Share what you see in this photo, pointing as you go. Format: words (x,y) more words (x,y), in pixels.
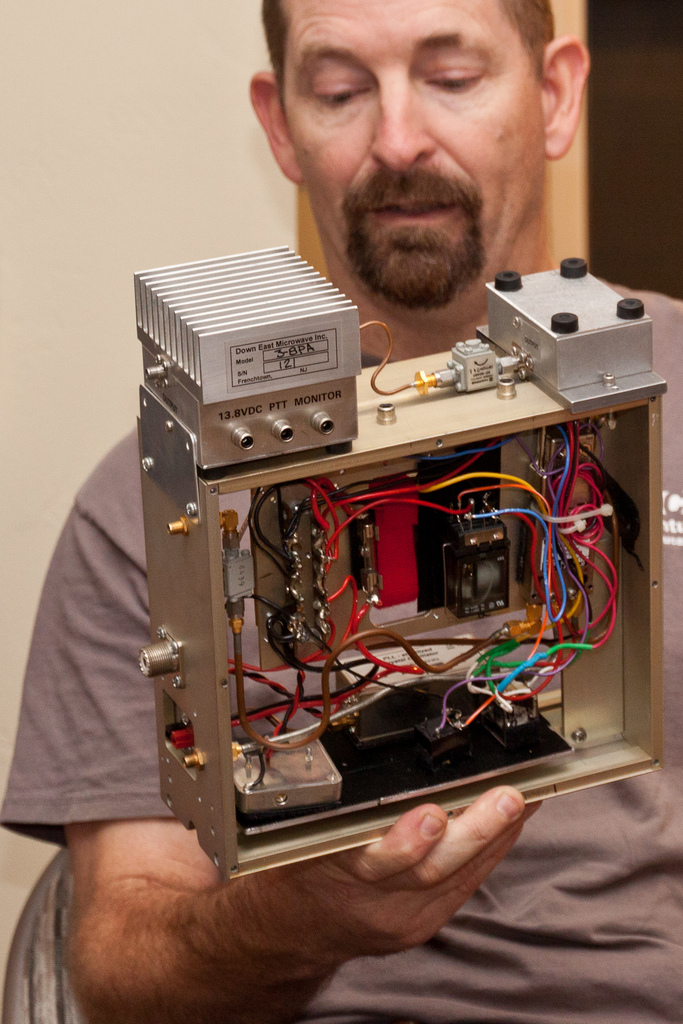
In this image, in the middle (441,485), we can see a man (455,190) sitting on the chair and holding an electrical equipment (533,753). In the background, we can see a wall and black color.
